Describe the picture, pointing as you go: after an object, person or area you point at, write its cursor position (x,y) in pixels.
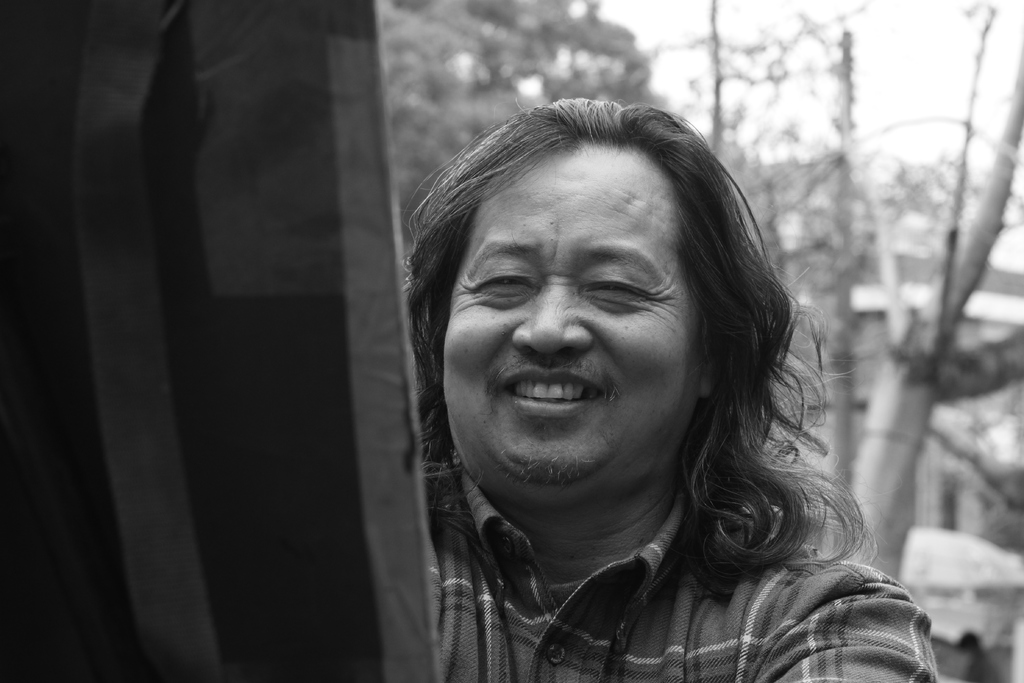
In this image we can see a person (576,358). There is an object (364,346) at the left side of the image (308,371). There are many trees (633,35) in the image. There is a building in the image. There is a sky (949,70) in the image. There is an object (975,615) at the right side of the image (1002,632).
